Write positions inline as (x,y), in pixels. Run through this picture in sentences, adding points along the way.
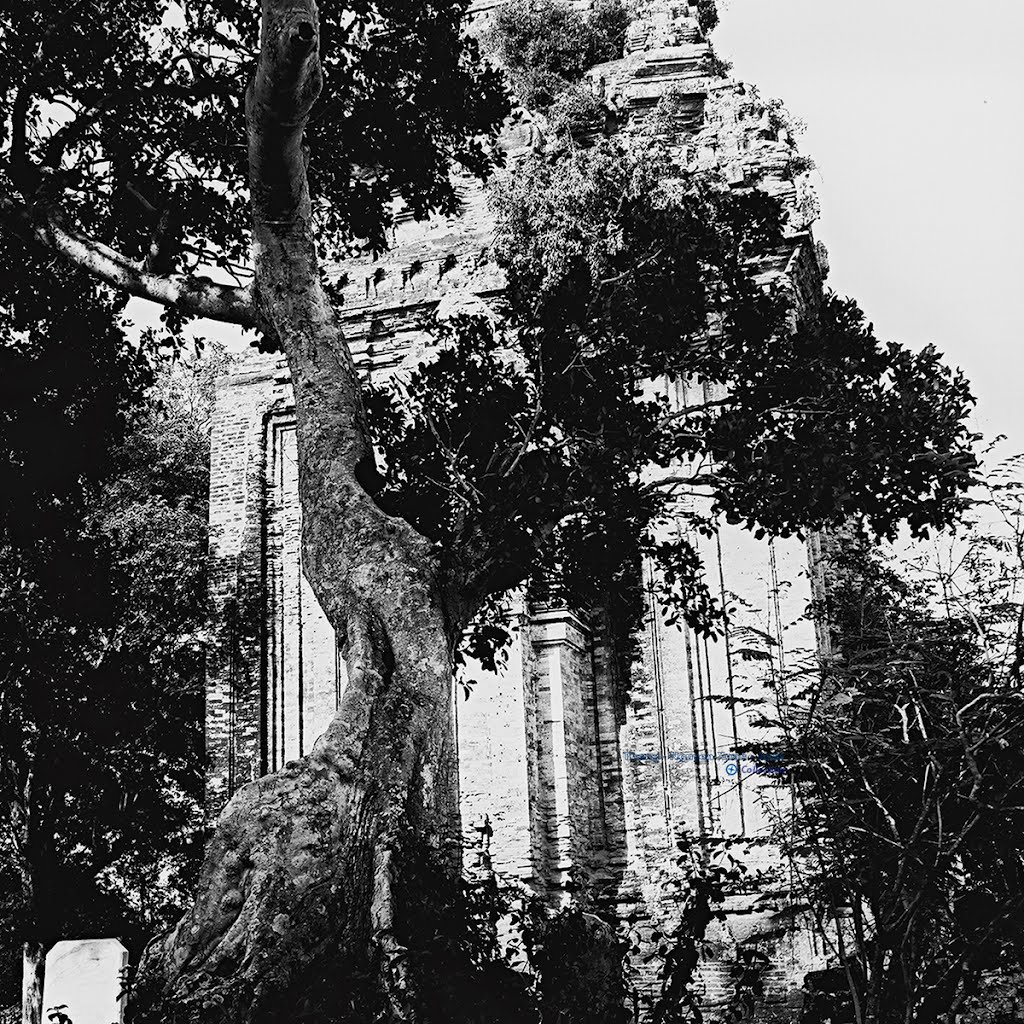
This is a black and white picture and in this picture we can see a building (662,863), stone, trees (617,437) and in the background (834,77) we can see the sky (919,198).
